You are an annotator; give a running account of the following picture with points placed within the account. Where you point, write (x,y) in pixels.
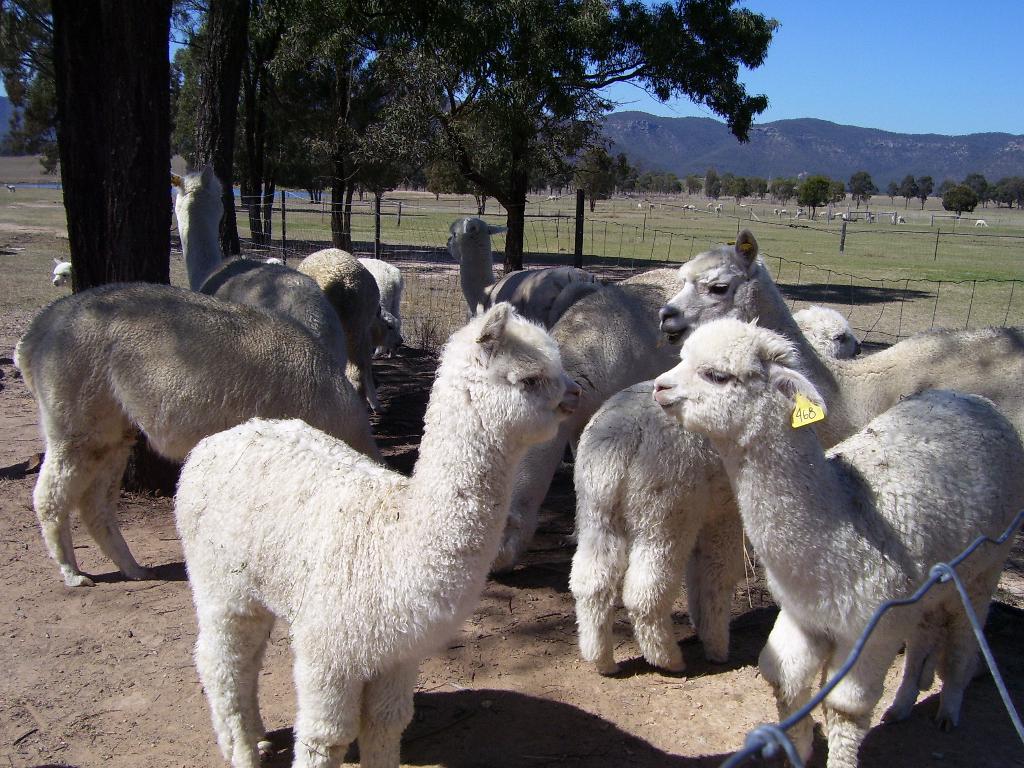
In this image, we can see some animals (739,324) standing, there is a green tree (156,180), at the top (932,55) there is a sky (876,55).
